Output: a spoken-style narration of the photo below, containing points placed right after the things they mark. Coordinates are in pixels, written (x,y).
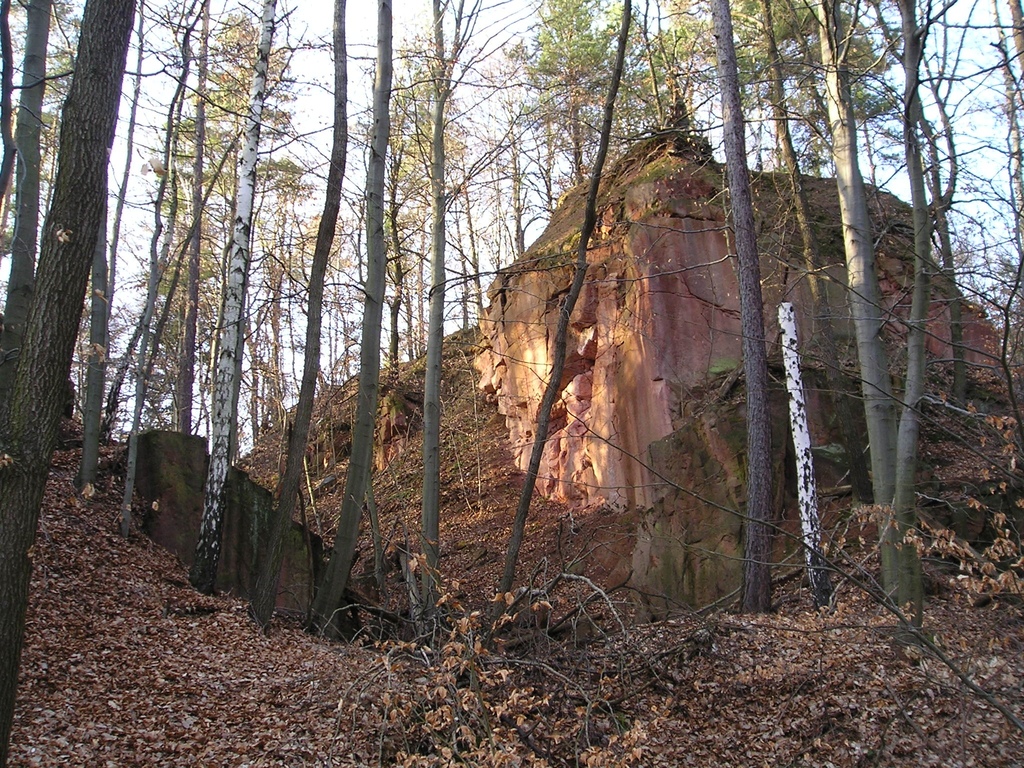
Here in this picture we can see rock stones (695,436) present on the ground (481,494) over there and we can see trees (363,328) present all over there and we can also see leaves (263,636) present on the ground (432,686) over there.
